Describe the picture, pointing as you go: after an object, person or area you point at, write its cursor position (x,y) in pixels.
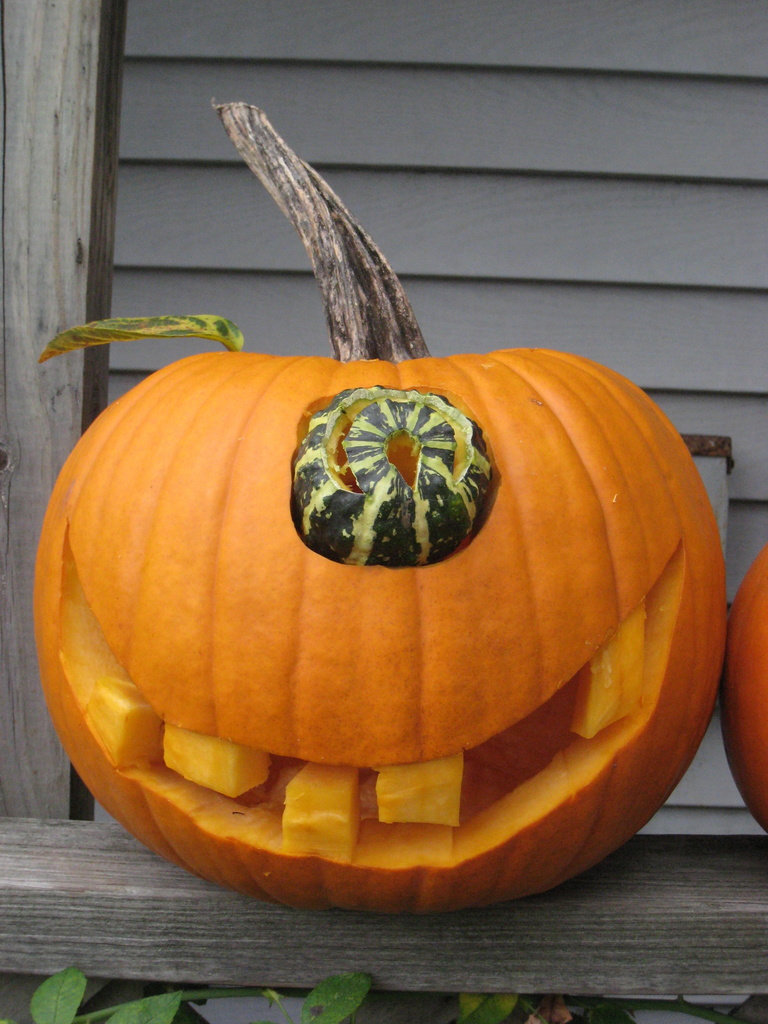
In this image in the center (271,401) there is one pumpkin (258,555) which is carved, and in the background (85,237) there is a wooden stick (20,142). And at the bottom (346,973) there is a wooden stick (698,950) and some plants (682,1002), and on the right side of the image (744,600) there is another pumpkin (756,628).
